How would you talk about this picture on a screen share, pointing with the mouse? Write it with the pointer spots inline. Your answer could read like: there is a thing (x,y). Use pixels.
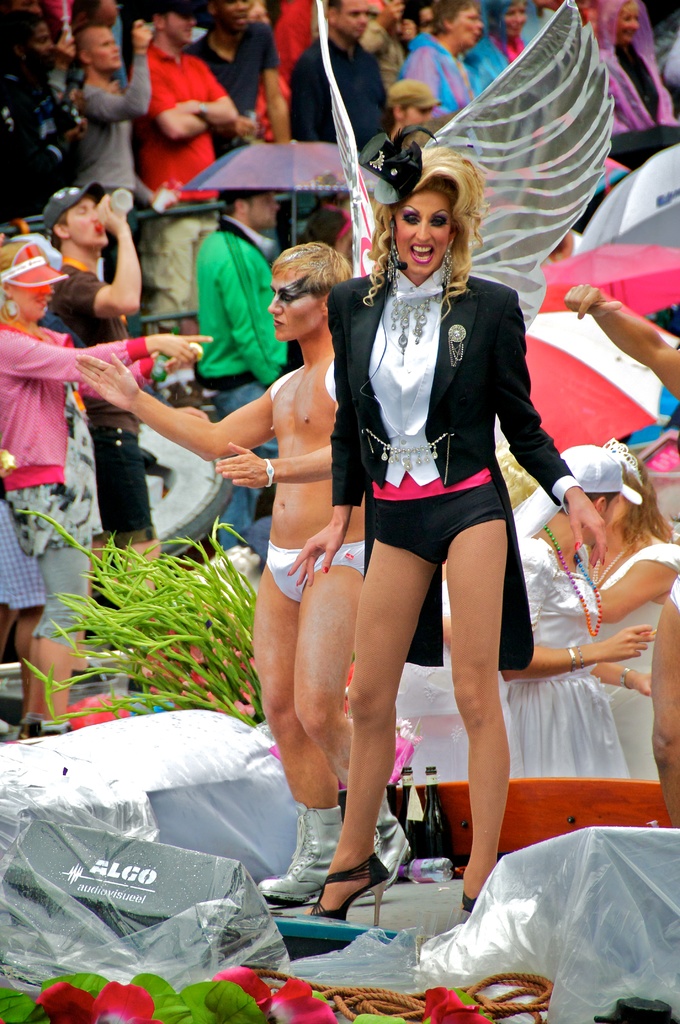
In this image we can see a few people (300,342), among them some people (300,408) are holding the objects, there are some bottles (413,821), flowers (440,1023), umbrellas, rope (377,1004), plant (153,595) and some other objects (386,931).
